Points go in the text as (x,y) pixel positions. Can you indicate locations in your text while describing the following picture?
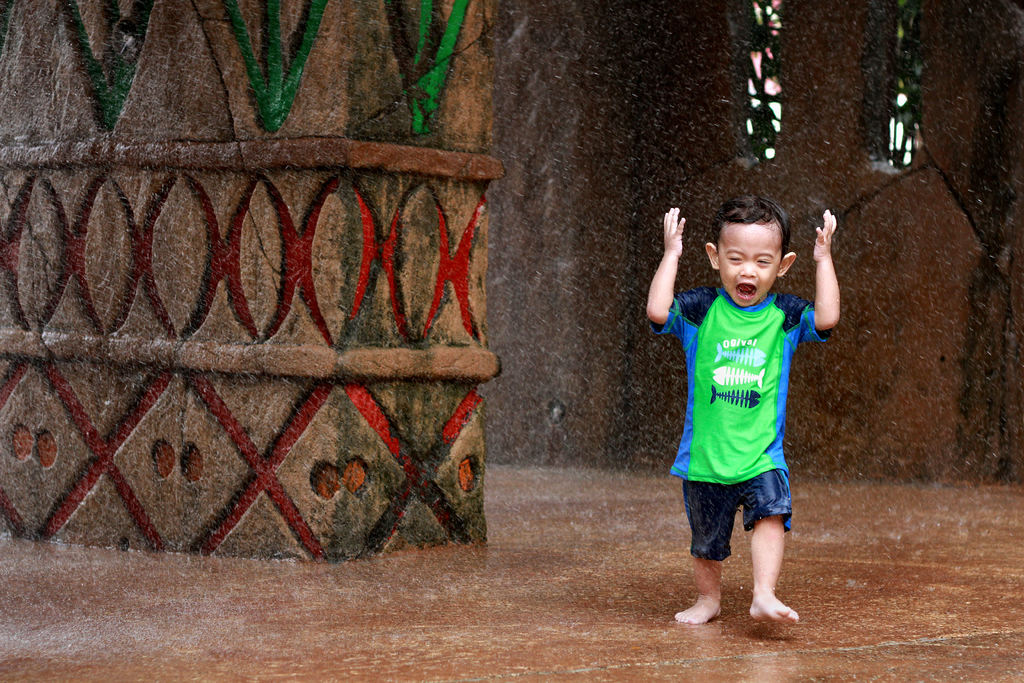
In this image I can see the person (697,413) standing on the brown color surface (578,638). The person (703,452) is wearing the green, blue and navy blue color dress (724,428). In the back (510,236) I can see the wall (554,285) which is in brown color.
